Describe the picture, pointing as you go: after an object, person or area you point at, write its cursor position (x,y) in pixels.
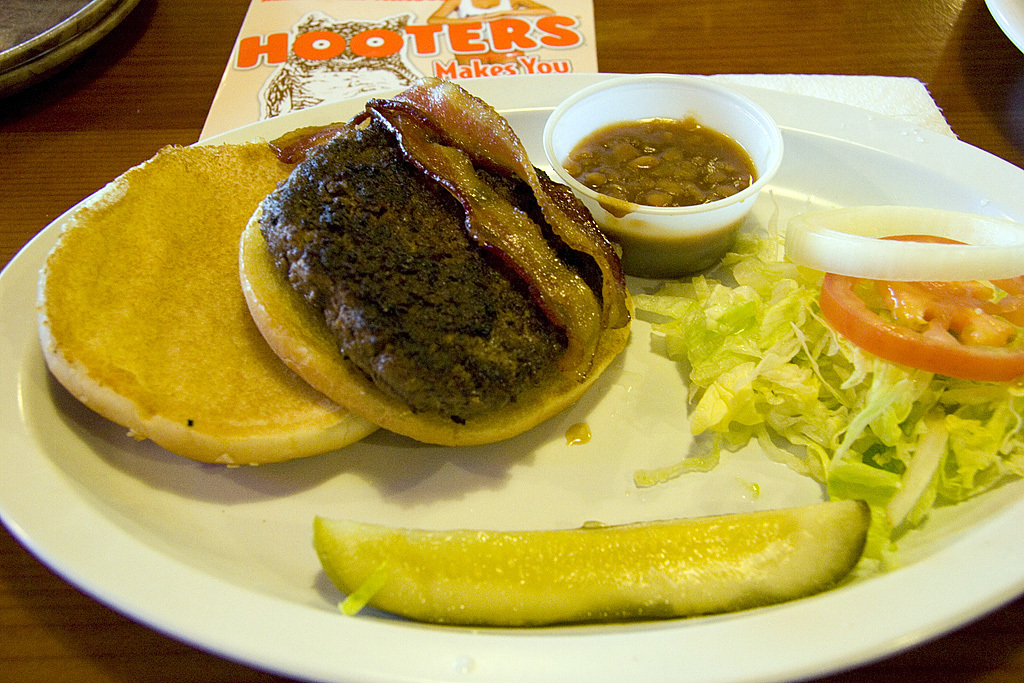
In this picture, we see a plate (351,481) containing the slices (931,335) of the tomato (982,297), onion (909,268), cabbage (927,394) and some other food items (467,442) is placed on the brown table (129,629). We see a book (377,54) and the plates (18,23) are placed on the brown table (780,52).
